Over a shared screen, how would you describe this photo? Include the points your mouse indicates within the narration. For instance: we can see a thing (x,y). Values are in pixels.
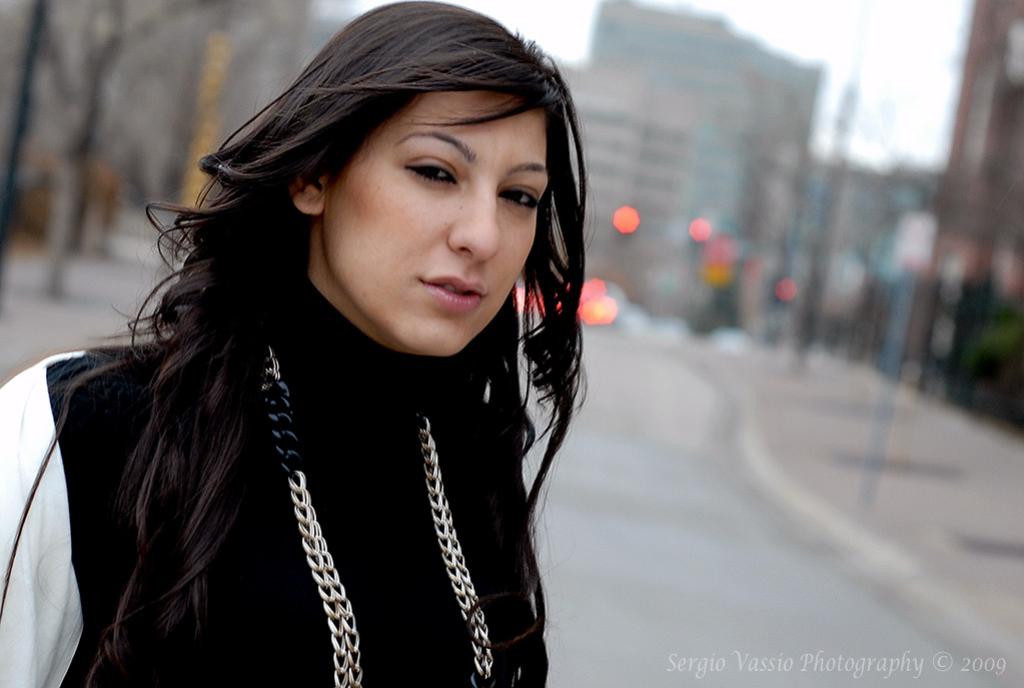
In the image we can see there is a women (451,499) who is standing in front (306,580) and she is wearing black colour dress (333,467) and a chain necklace (330,602) in between. Behind her there is a road (626,584) and the background (581,38) is completely blur.
